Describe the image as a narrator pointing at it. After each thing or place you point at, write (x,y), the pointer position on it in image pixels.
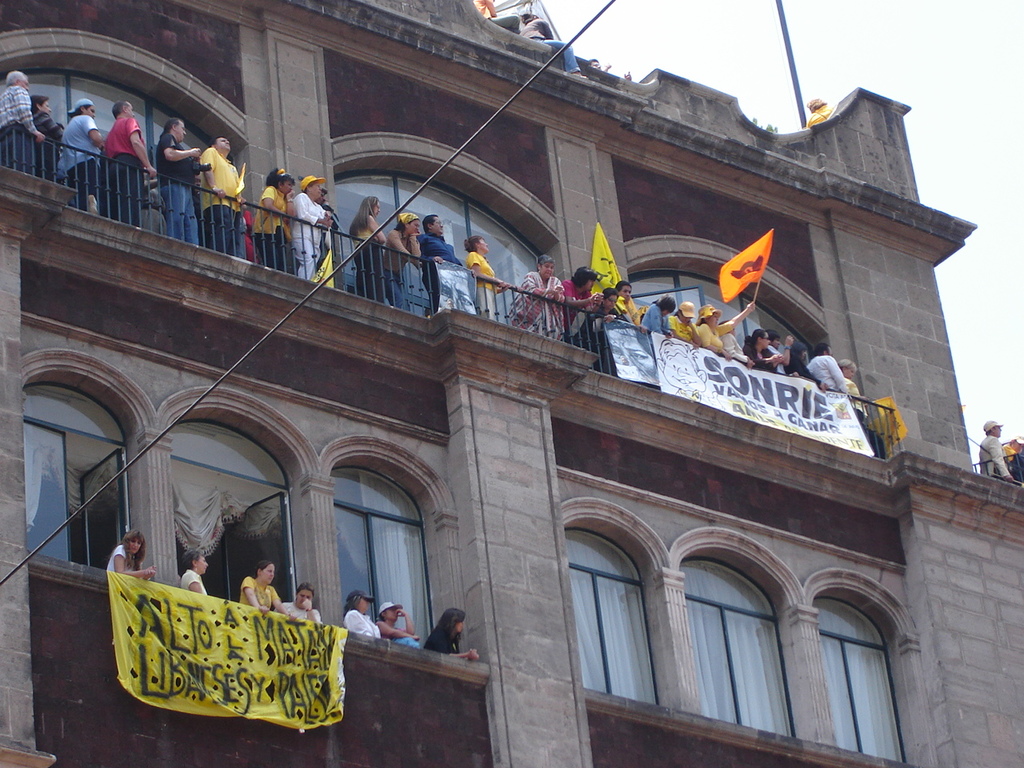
There is a building (46,217) and many people (393,245) are standing at the balcony (474,331) of top floor (638,251), they are holding some flags (767,249) and banners (814,388) and in the second floor (167,584) also there are a group of women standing in the balcony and they are holding a yellow color banner (242,618), some people (553,39) are sitting on the terrace wall (537,45) of the building (855,105) and in the background (824,90) there is a sky (856,41).
